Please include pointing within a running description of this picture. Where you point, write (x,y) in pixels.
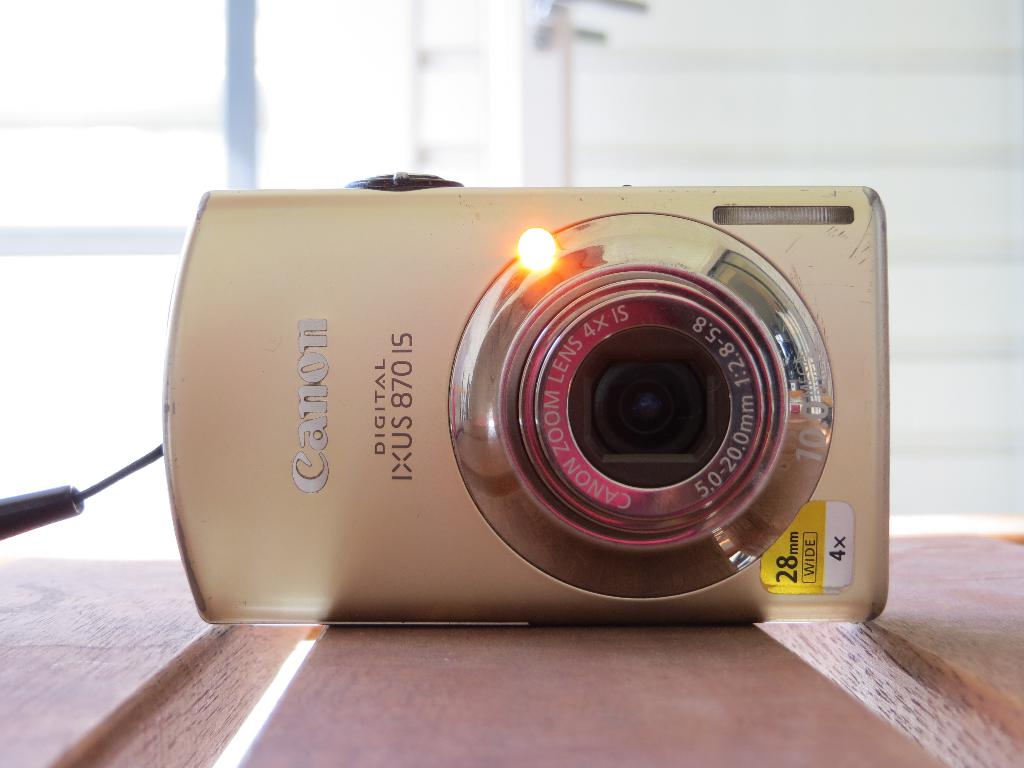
Here I can see a camera (391,576) placed on a wooden surface (403,700). The background (480,79) is blurred. On the camera (351,457), I can see some text (301,436).
